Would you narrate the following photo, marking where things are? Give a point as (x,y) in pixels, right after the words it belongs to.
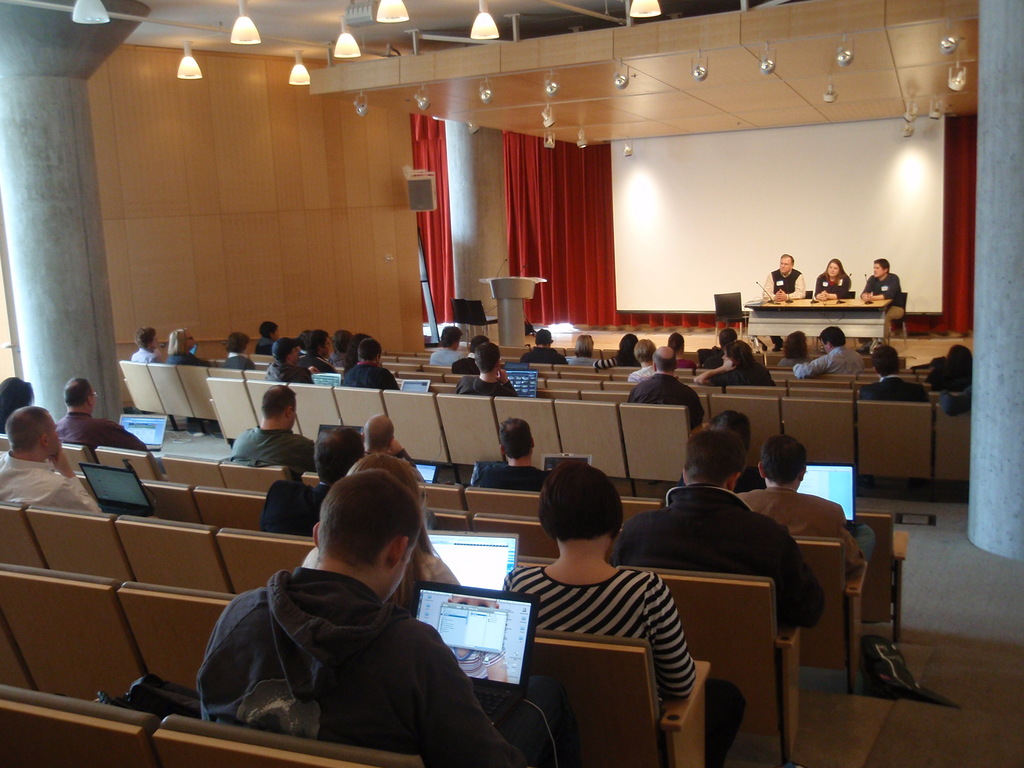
As we can see in the image there is a wall (174,301), curtains (540,185), lights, few people (4,425) sitting on chairs (436,515), laptops (461,635), mics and table (837,308).
